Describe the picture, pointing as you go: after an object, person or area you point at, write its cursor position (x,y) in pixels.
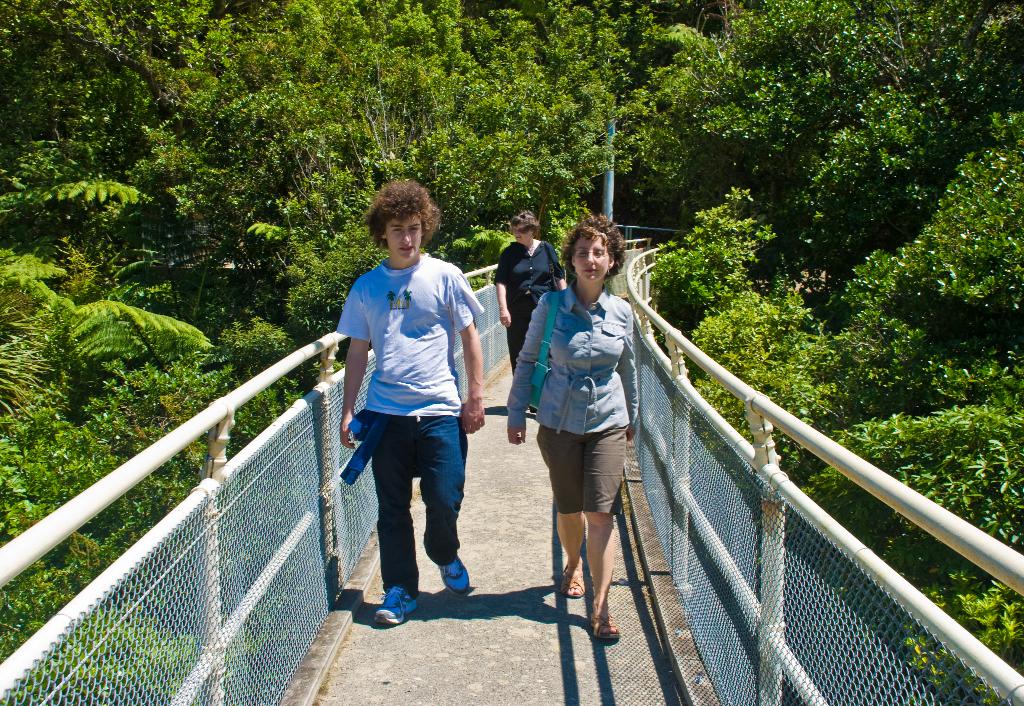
As we can see in the image there are trees (355,87) and three persons (442,390) walking on bridge (694,530). The man (408,474) on the left side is wearing white color shirt (427,368). The woman (573,319) on the right side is wearing grey color dress (590,396) and the woman (530,243) in the background (539,263) is wearing black color dress (521,288).
